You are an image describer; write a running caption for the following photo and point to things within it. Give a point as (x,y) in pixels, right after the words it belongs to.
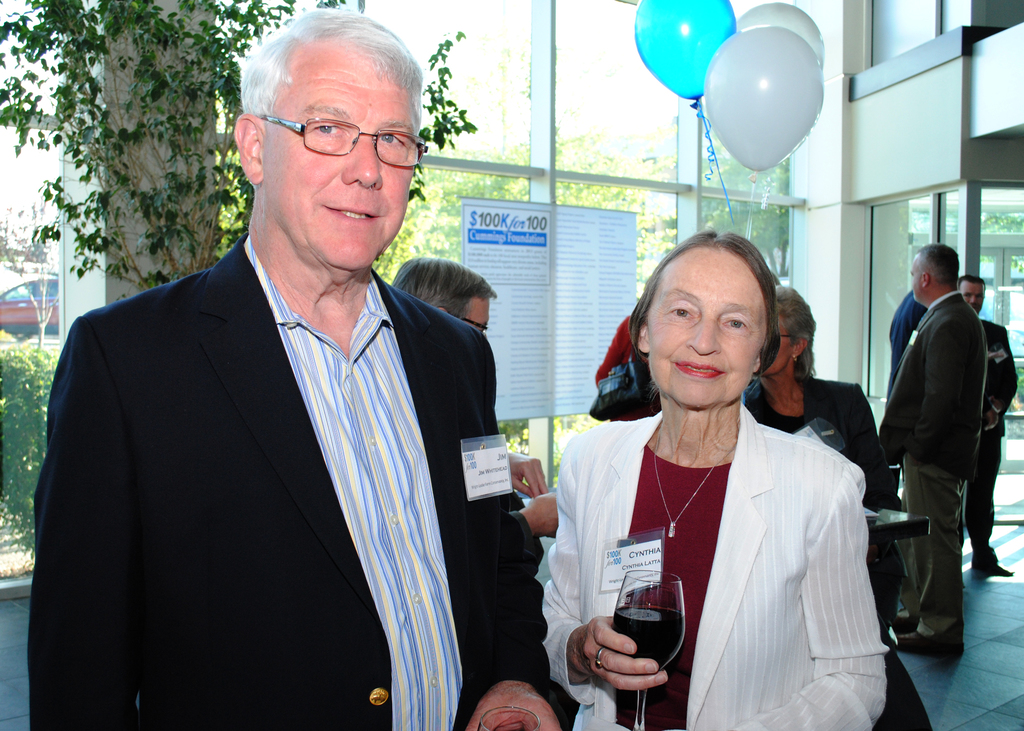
In the image there are two people (301,585) standing and posing for the photo in the foreground (569,561). Behind them there are some other people (813,330). In the background (429,204) there are windows (689,150), balloons (646,26) and behind the windows (430,242) there are trees (227,237).
